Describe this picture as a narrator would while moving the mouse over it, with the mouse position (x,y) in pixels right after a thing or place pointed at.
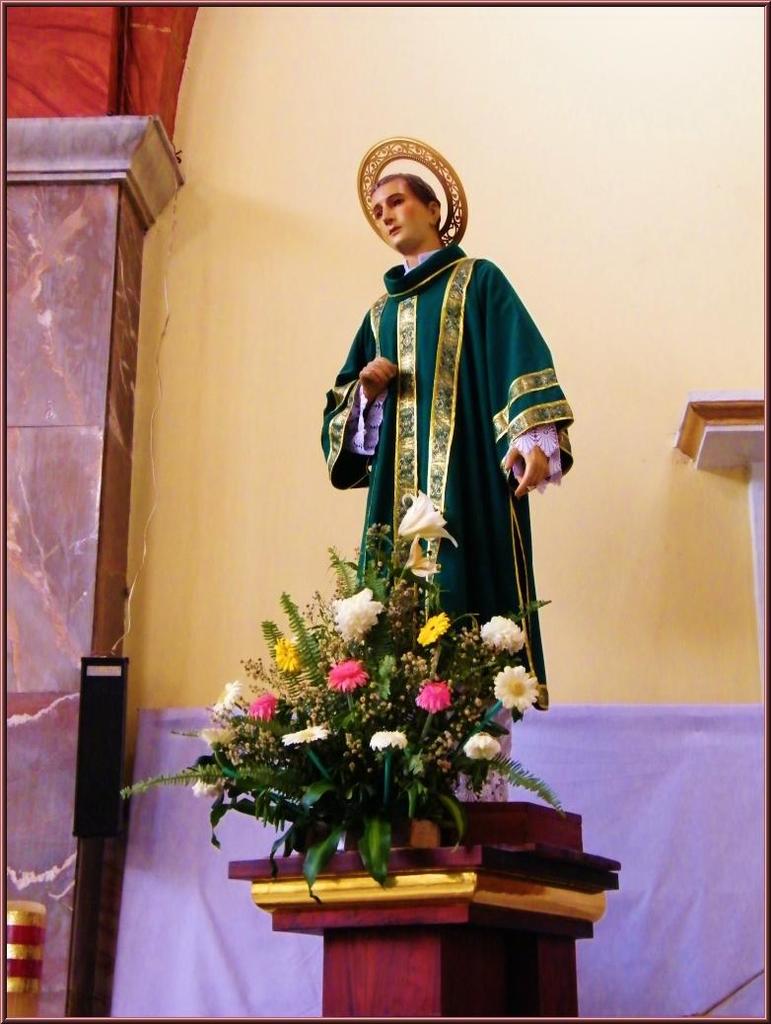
In this image we can able to see a sculpture (387,339), in front of it there is a bouquet (355,723) on the stand (433,891), we can find pillar (70,329), a wire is connect to a speaker (97,726), and there is a wall (635,530).
